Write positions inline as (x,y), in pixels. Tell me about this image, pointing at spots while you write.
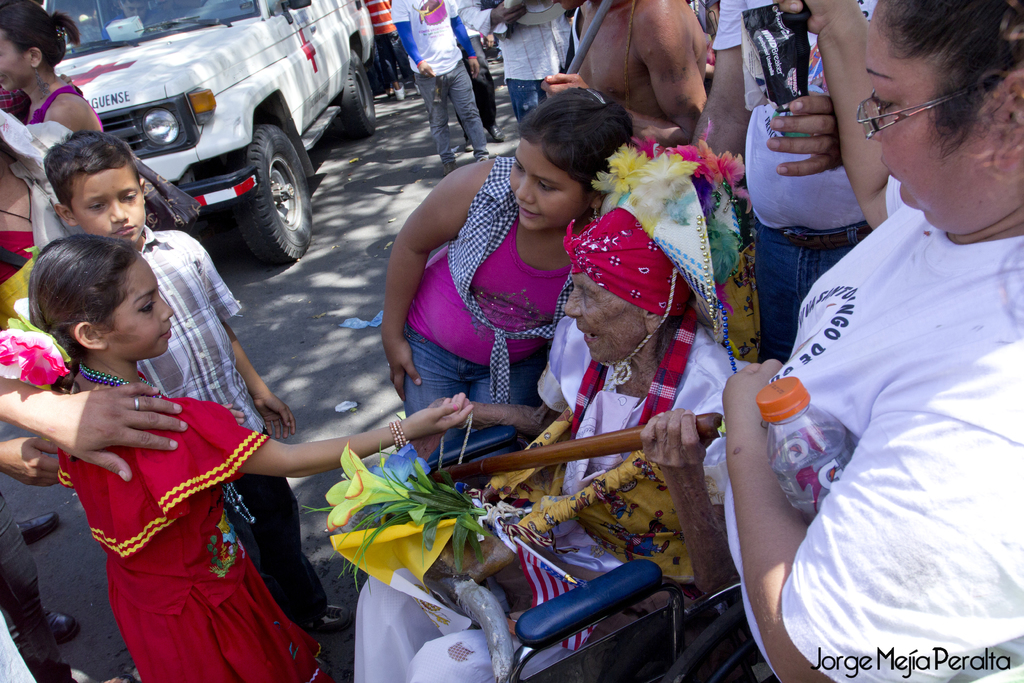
In this image we can see many people (579,130). There is a vehicle (179,41). Also there is a lady (485,420) sitting on a wheelchair (611,607). She is holding something in the hand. Also there is a flower (452,491). And she is wearing a cap (661,230). Another lady (938,153) is wearing glasses (872,123) and holding a bottle (774,404). In the right bottom corner (923,655) there is text (929,657).
